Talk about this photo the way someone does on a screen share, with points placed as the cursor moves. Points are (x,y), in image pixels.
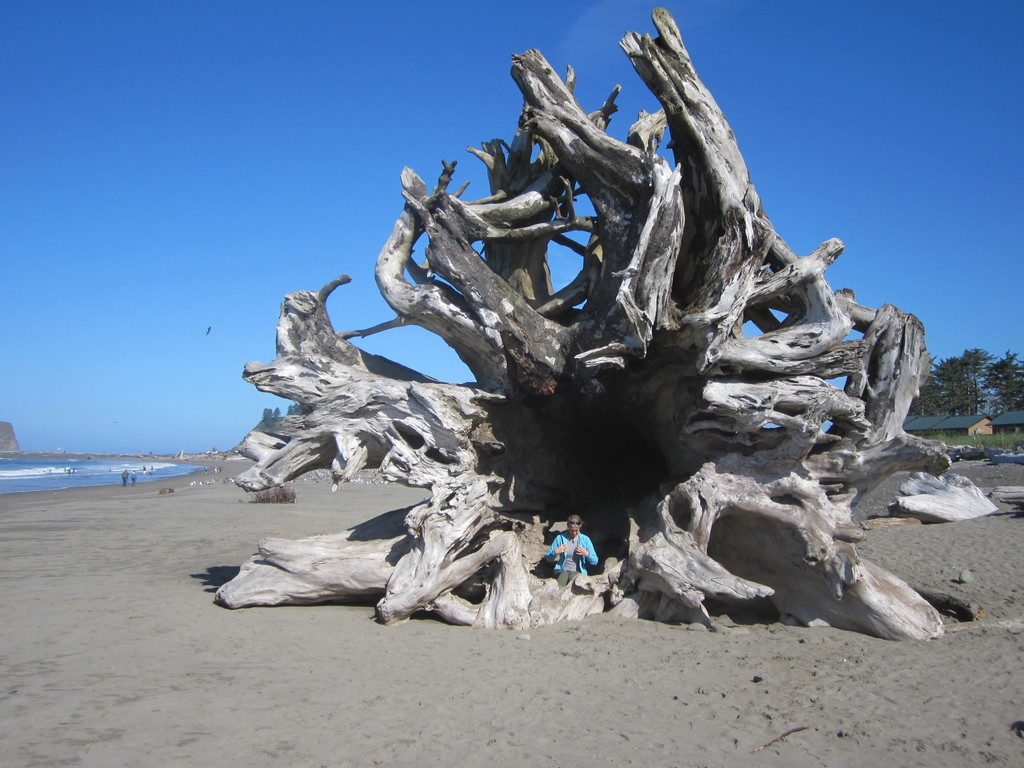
In this image in the foreground (546,359) it looks like a tree (602,587), and there is one person (572,572) who is sitting and at the bottom (161,677) there is sand (936,530). In the background (958,434) there are some objects (978,434), trees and there is a beach (95,480) and some people (125,477), on the left side (100,465). At the top (241,71) there is sky (262,154).
